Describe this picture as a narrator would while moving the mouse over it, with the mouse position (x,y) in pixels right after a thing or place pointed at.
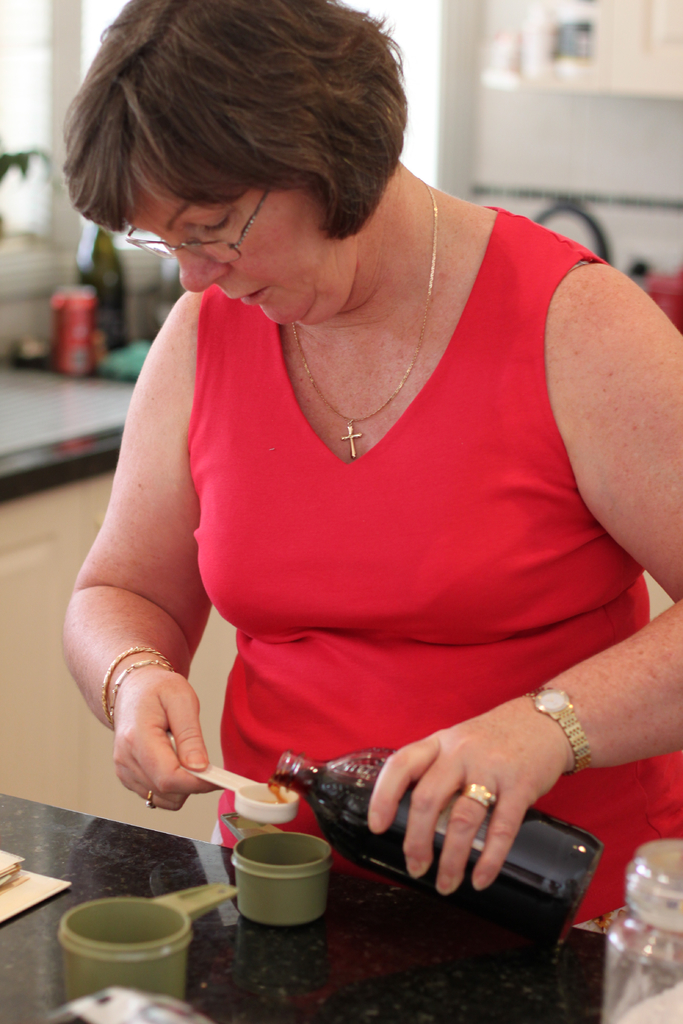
This picture is clicked inside the room (41,683). There is woman (299,403) in red t-shirt (402,548) holding spoon (240,780) in one of her hand (194,709) and on the other hand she is holding glass bottle (547,839) with some liquid (549,888) in it. In front of her, we see a table (277,971) on which measuring cups (148,926) and jar (635,961) are placed. Behind her, we see a wall (503,160) which is white in color.
